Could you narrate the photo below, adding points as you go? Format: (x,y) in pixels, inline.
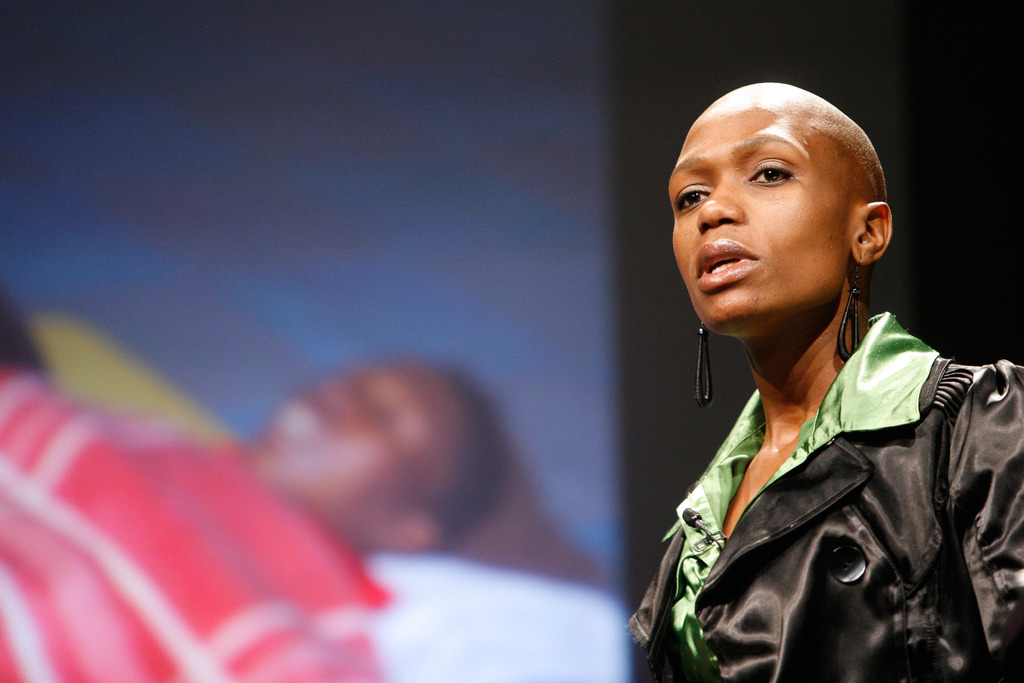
In this image there is a person (766,452) standing and talking, there is a person (207,507) sleeping on the screen (444,633), the background of the image (477,632) is colorful.
